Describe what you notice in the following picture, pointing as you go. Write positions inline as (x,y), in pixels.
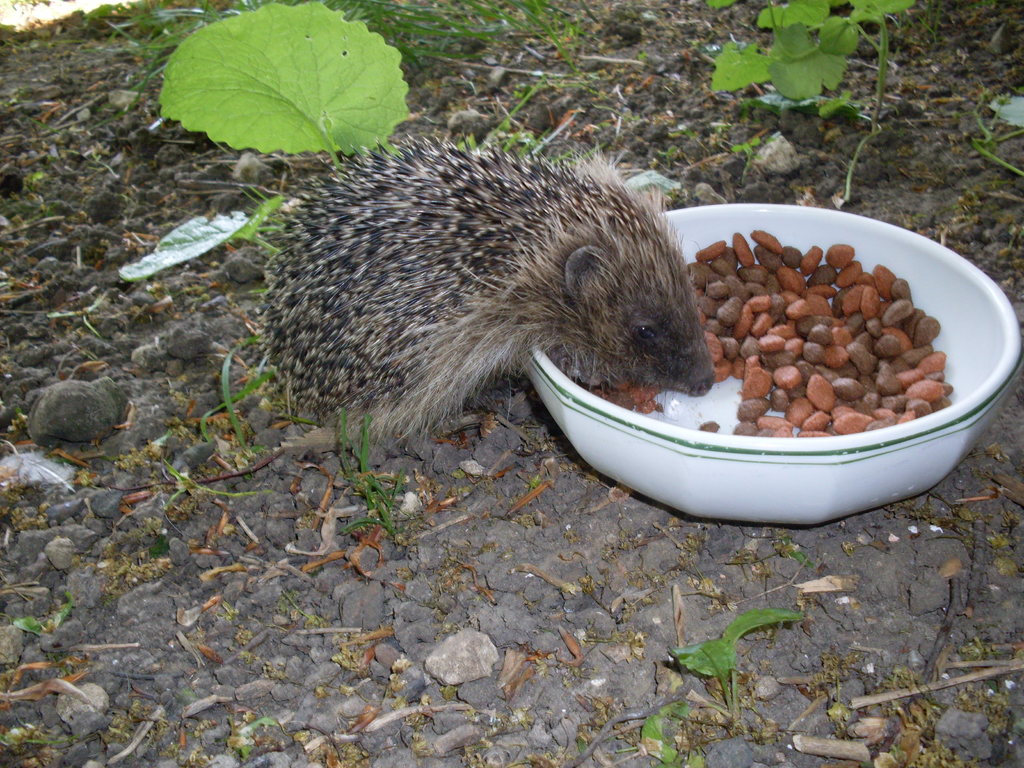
In this image we can see hedgehog (438,282) and food (741,323) in bowl (561,417) placed on the ground (180,612). In the background (440,128) we can see plants (188,107) and ground (931,624).
